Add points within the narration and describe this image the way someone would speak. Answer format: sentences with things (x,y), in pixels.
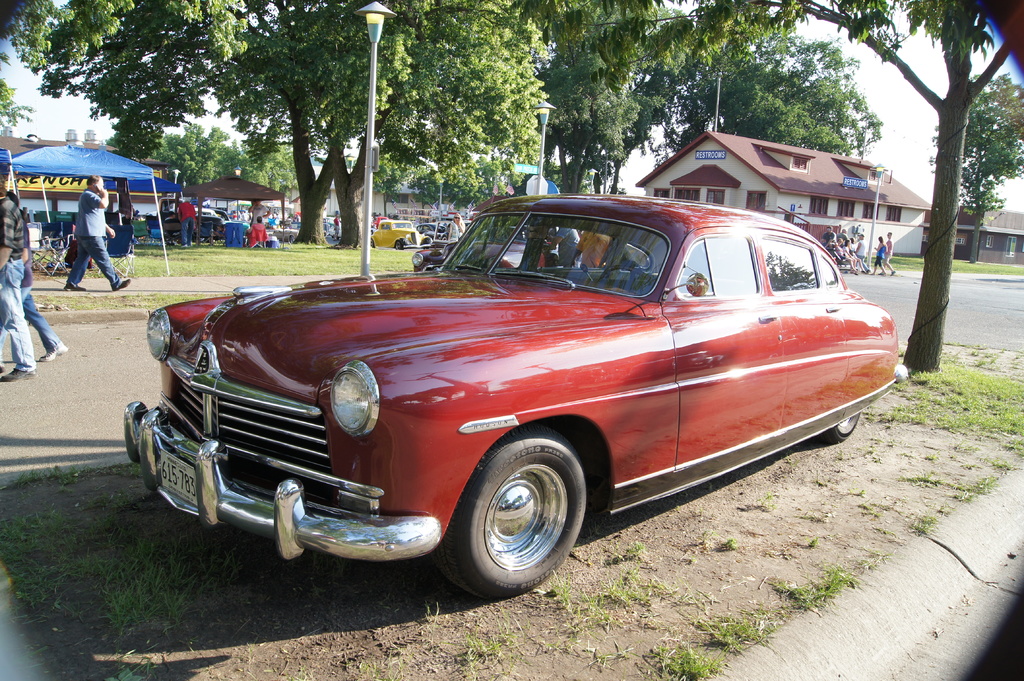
In this image I can see a car (576,349) which is red in color on the ground (663,572). I can see some grass (919,392), few poles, few trees (527,117), few persons (95,223), few other vehicles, few tents (60,166) and few buildings (827,158). In the background (927,138) I can see the sky (877,86).
